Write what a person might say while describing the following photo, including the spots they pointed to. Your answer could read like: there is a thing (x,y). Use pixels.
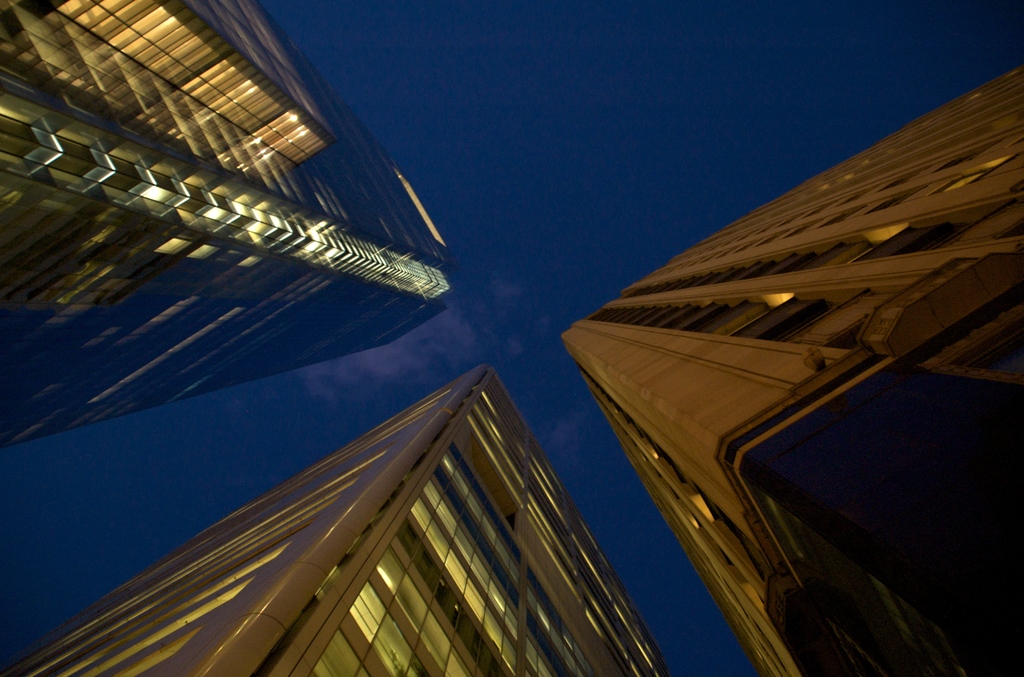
In this image I can see the buildings (474,376) with some lights (342,261). In the background (527,383) I can see the blue sky (550,184).
